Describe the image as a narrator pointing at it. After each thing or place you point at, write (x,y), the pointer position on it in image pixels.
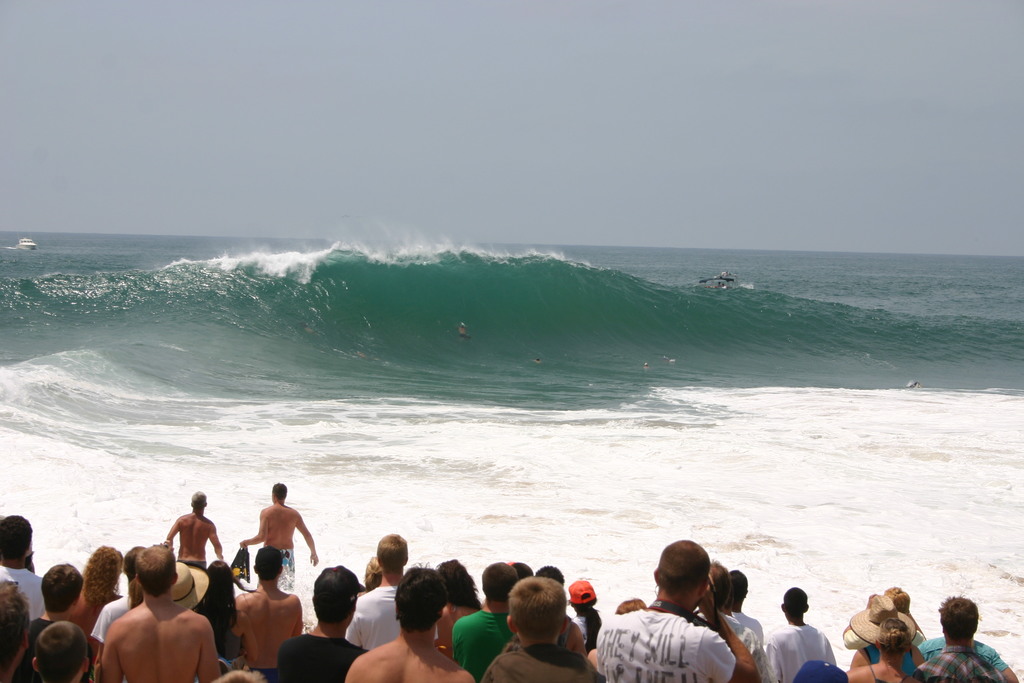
In front of the image there are a few people (523,603), in front of them there are boats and a person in the sea (539,307).
